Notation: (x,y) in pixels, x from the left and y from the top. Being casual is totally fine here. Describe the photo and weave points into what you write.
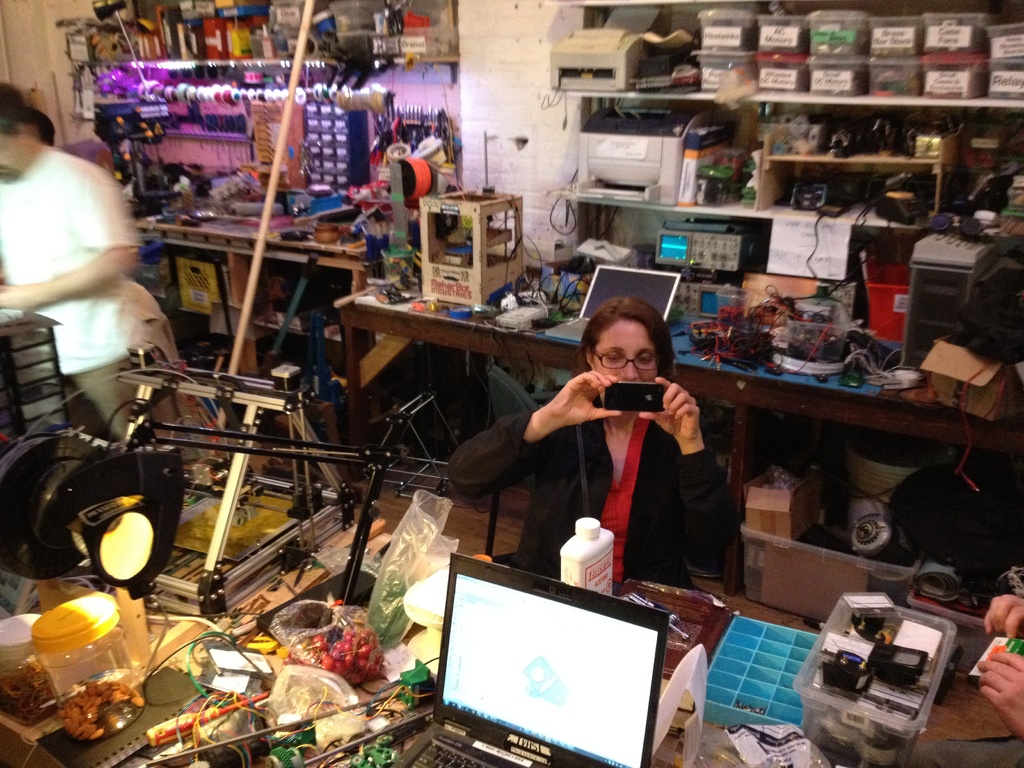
In this image I can see a lady (618,502) sitting in-front of table (738,529) and holding mobile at the back (601,187) there are so many things (747,298) in the shelf (801,35) also there are other things (516,736) in front of her, beside her there is another man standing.
